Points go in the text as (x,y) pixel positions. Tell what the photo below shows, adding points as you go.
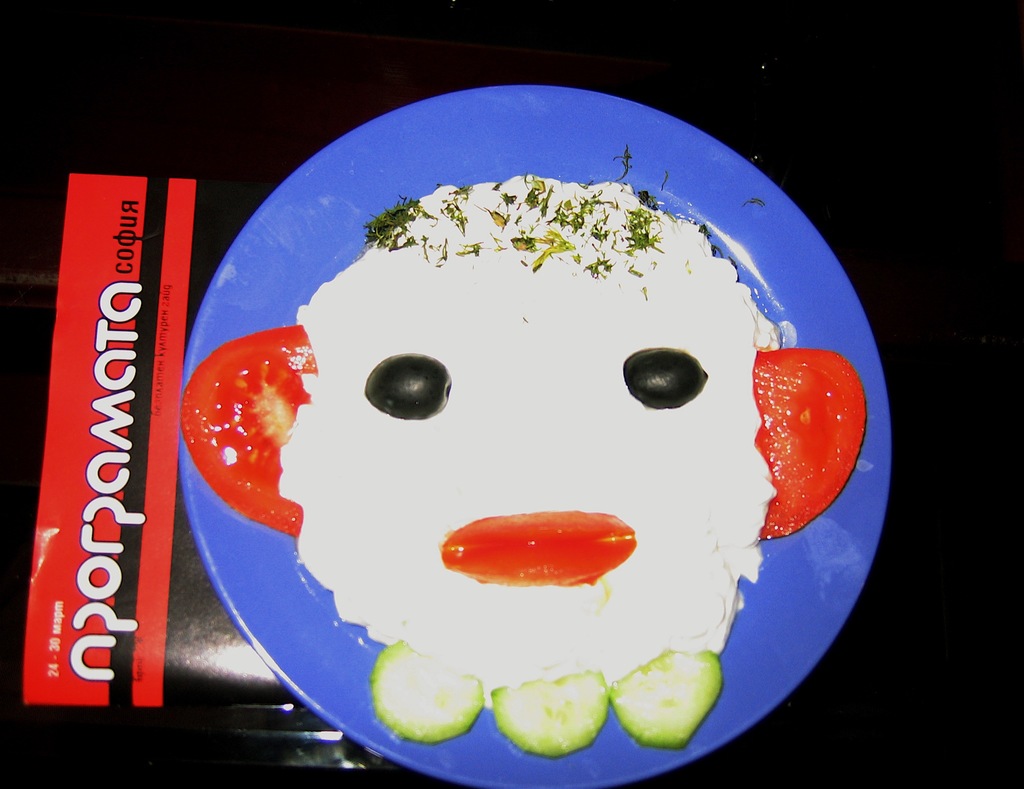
In this picture there is a plate (528,88) in the center of the image (573,501), which contains food items (607,405) in it.
